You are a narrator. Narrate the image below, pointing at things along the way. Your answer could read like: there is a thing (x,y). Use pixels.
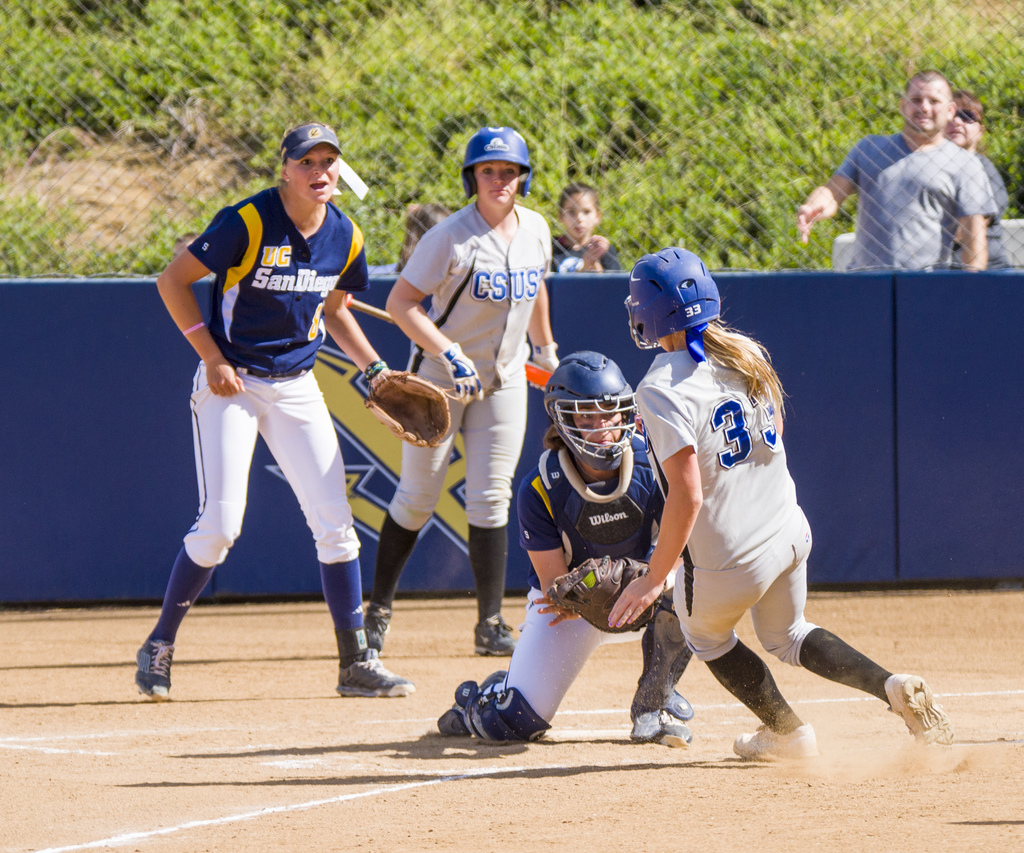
There are four players (481,541) are in the ground (569,762) as we can see at the bottom of this image (429,689). There is a fencing (90,435) in the background (842,384). There are some other persons (943,205) watching the game outside from this fencing (746,235). It seems like there are some trees (521,83) in the background (565,91).
